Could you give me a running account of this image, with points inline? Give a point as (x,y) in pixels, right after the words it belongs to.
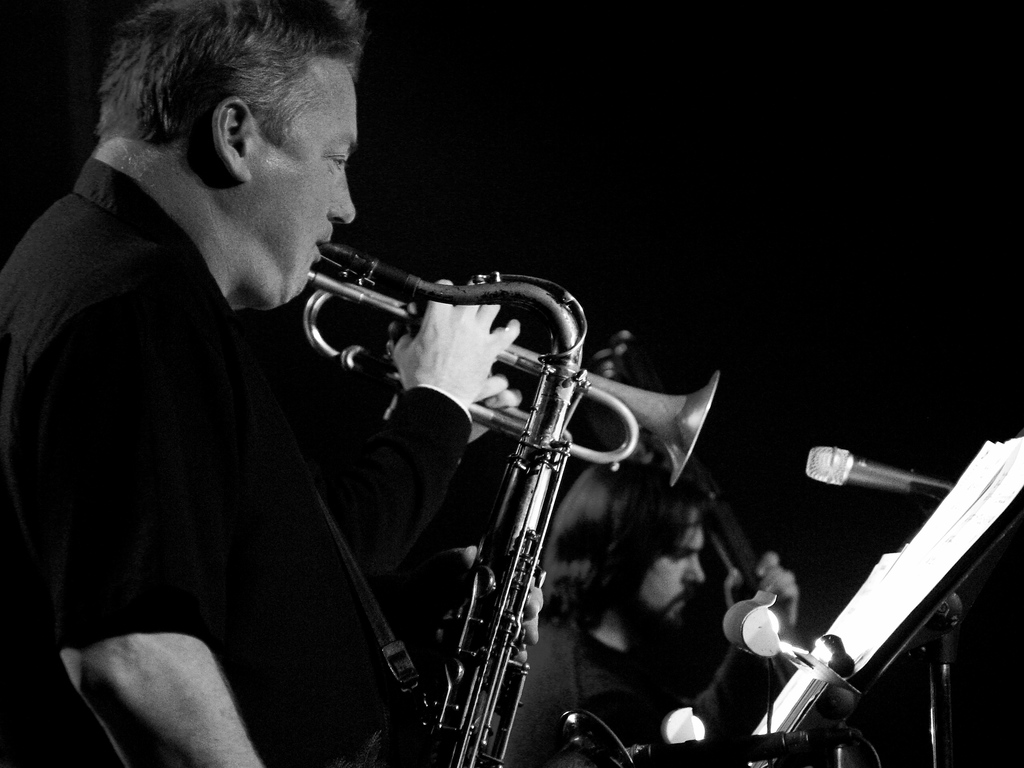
In the image we can see black and white picture. We can see there are people (329,574) wearing clothes (383,550). We can see there are even musical instruments (511,525), microphones (843,466) and papers (893,613).
